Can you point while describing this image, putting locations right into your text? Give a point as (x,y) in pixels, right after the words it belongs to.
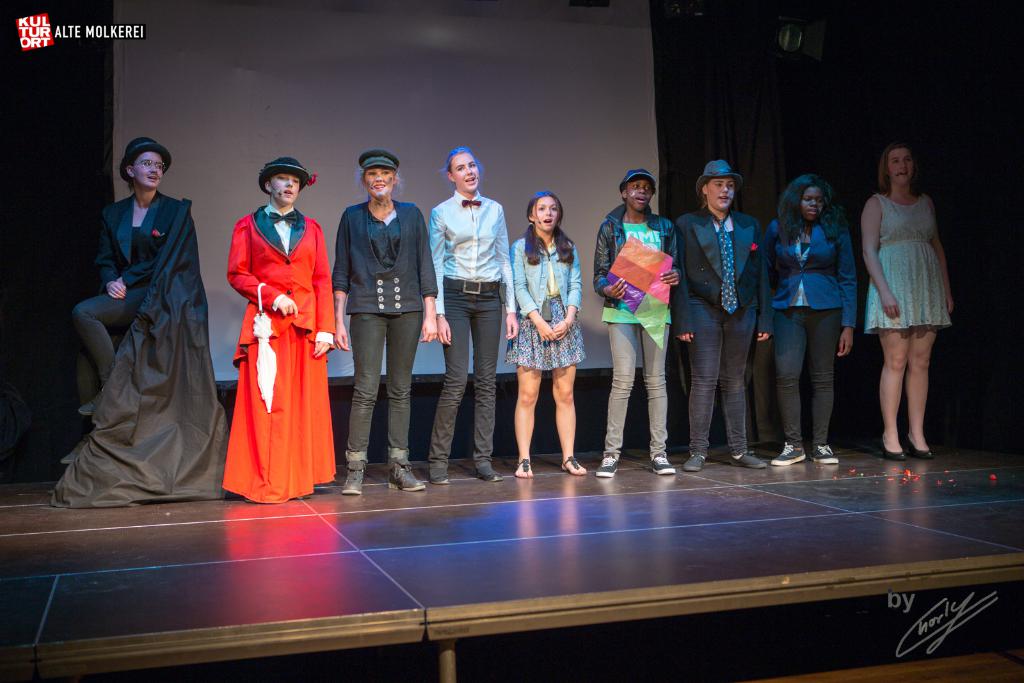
There is a group of people (483,341) standing on the stage (501,474) as we can see in the middle of this image (463,310). There is a white color curtain (477,133) in the background (464,126). There is a watermark (69,33) in the top left corner of this image (105,21) and in the bottom right corner of this image (951,615) as well.
